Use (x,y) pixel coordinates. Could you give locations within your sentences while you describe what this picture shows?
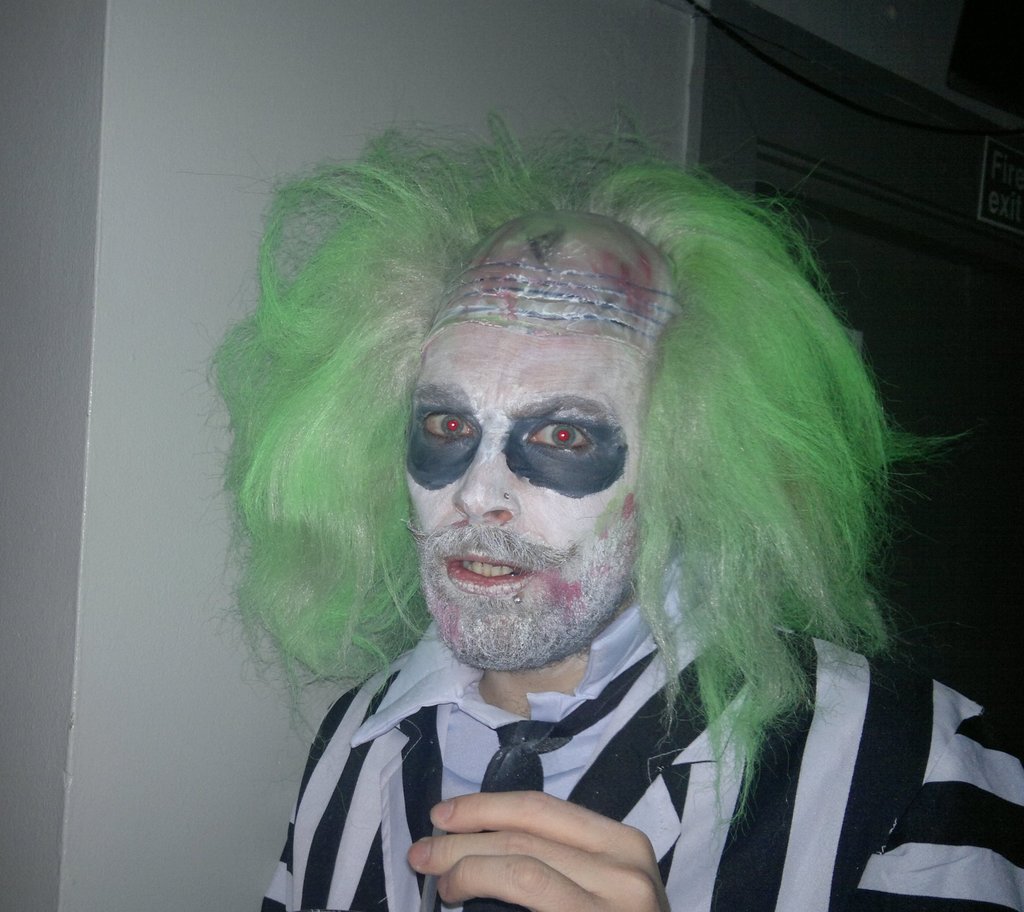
This image consists of a man (502,731) wearing a costume (438,651). It looks like a halloween. In the background (255,167), we can see a wall (798,96) along with a door (1014,280).
